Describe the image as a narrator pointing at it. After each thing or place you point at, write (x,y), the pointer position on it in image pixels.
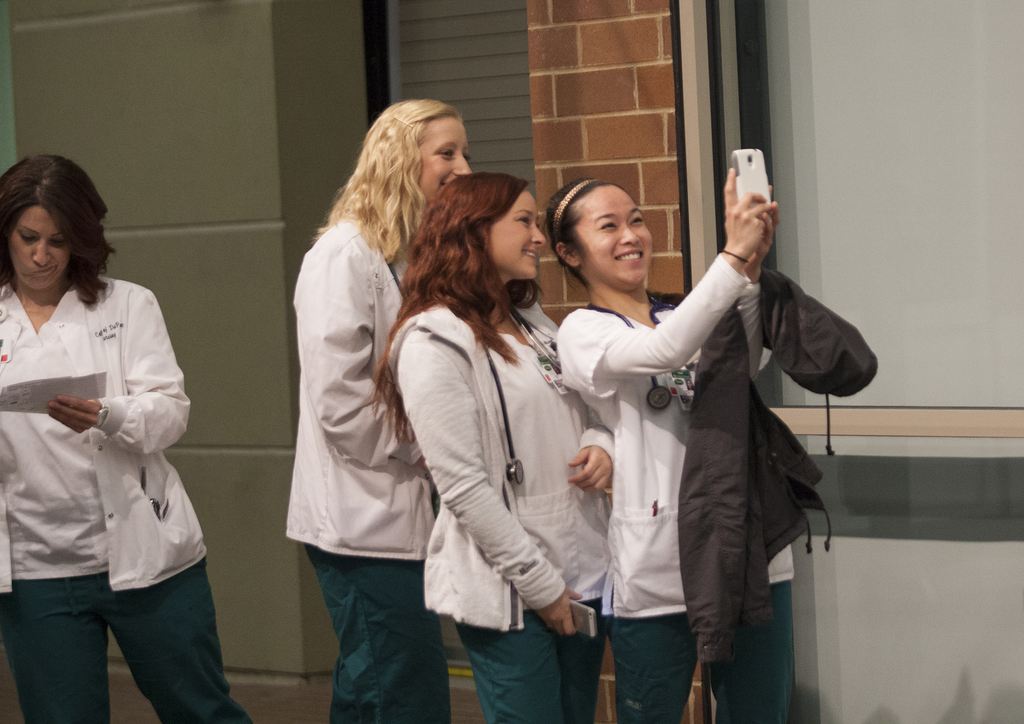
On the left side (53,255), there is a woman (53,255) in a white color jacket (93,314), holding a document (80,385) and watching it. In the middle of this image (526,482), there are three women (713,299), smiling and standing. One of them is holding a mobile camera (762,169). In the background (731,87), there is a wall (237,40) of the building (448,55).
